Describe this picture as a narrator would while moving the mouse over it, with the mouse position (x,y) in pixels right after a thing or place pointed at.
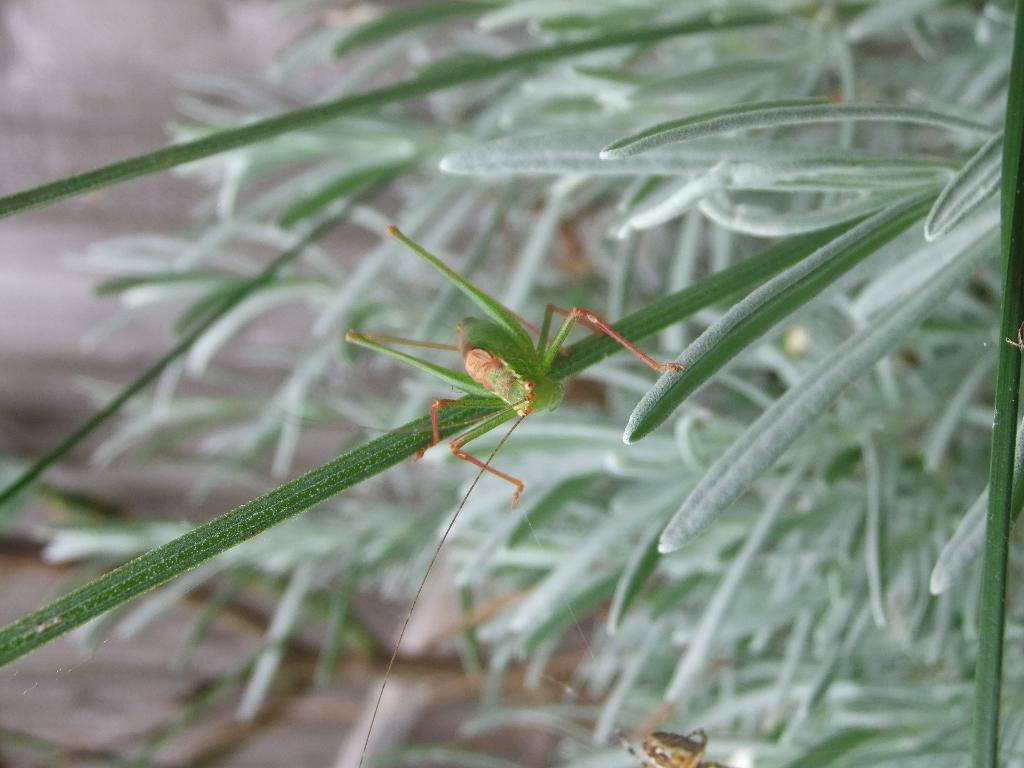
In the center of the image (488,367) a grasshopper (487,356) is present. On the right side of the image (802,323) leaves (813,254) are there. On the left side of the image (65,306) ground (78,391) is there.
